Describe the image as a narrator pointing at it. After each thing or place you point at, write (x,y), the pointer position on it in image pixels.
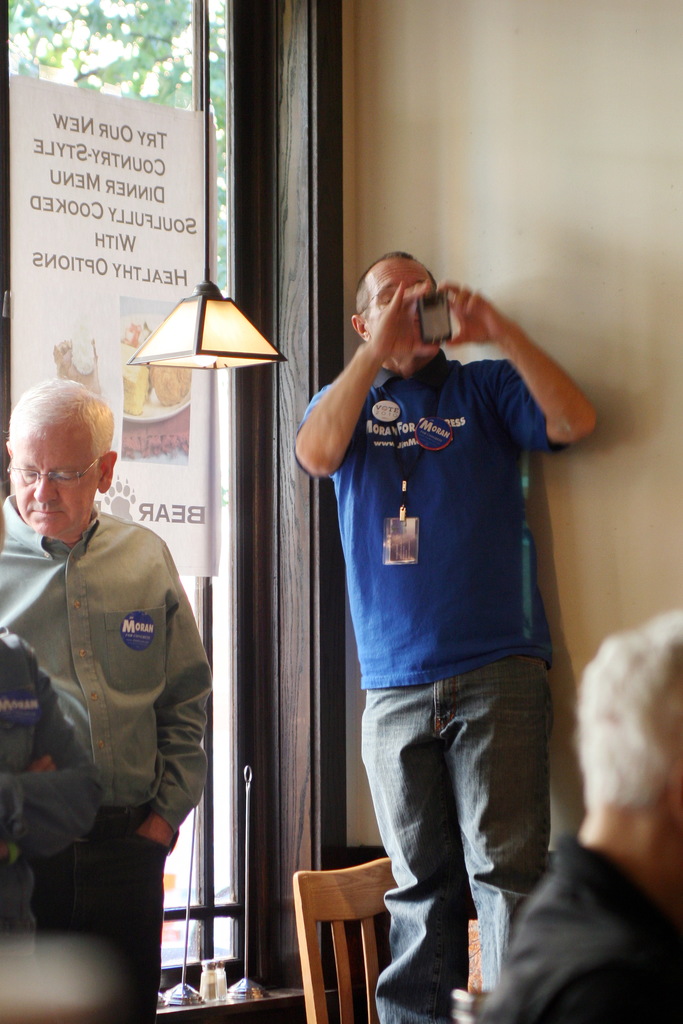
The person (438,527) wearing blue shirt (450,572) is standing on a chair (372,969) and clicking a picture and there is a another person (79,555) standing beside him.
